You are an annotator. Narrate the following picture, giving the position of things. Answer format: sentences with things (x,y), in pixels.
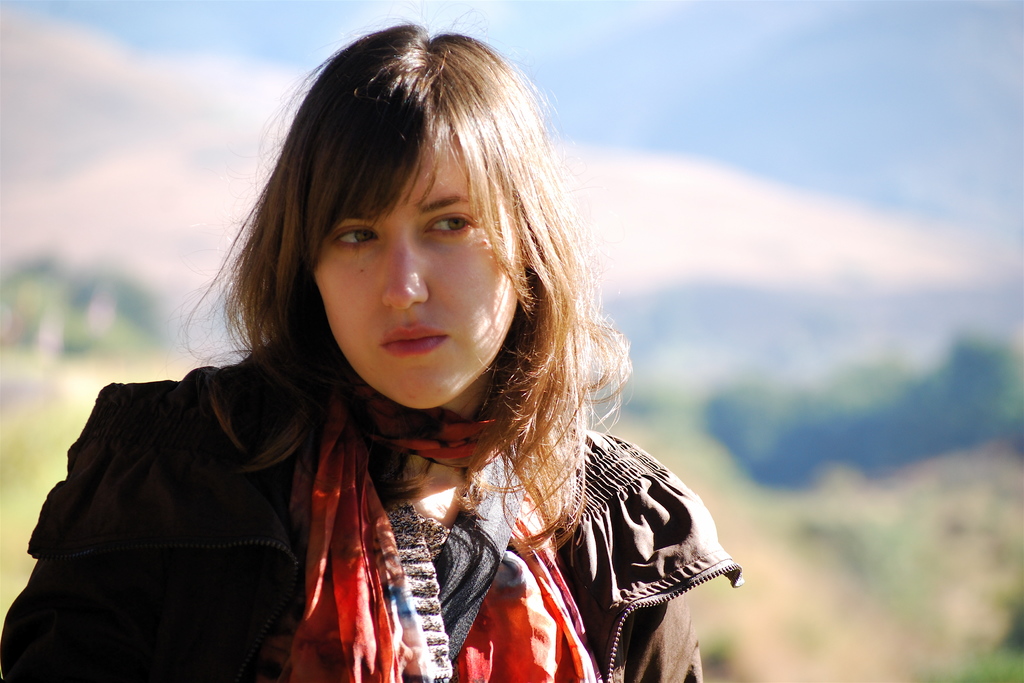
This picture shows a woman (189,654) standing and she wore a black coat (212,503) and we see a blue cloudy sky (629,87).
